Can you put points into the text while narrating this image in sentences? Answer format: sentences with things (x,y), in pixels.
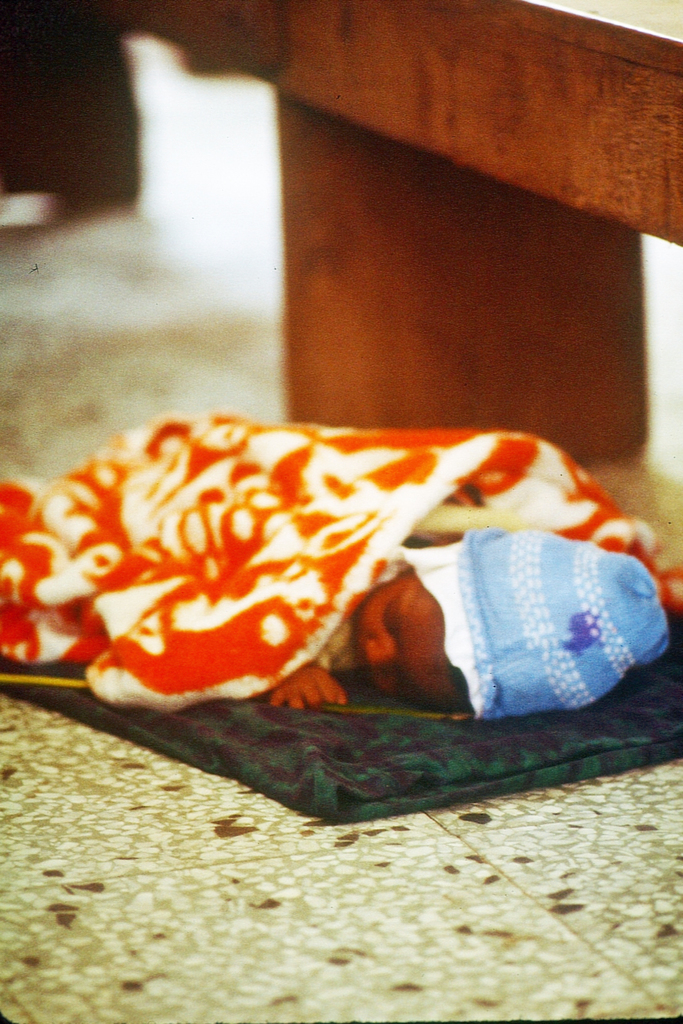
In this picture I can observe a baby (622,646) laying on the floor (78,818). There is an orange color blanket (227,500) on the baby (413,615). The baby (408,608) is wearing blue color cap (488,644) on her head (483,589).
